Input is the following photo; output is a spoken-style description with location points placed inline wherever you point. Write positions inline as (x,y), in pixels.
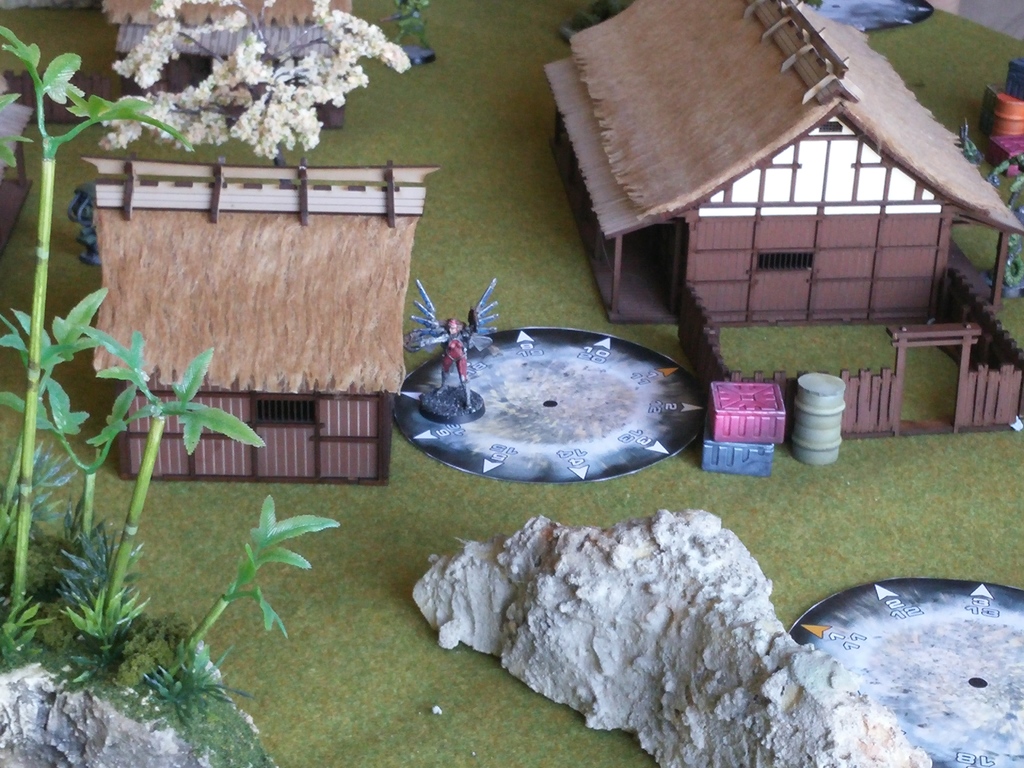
This picture seems to be containing miniatures (853,430). In the foreground (722,700) we can see the rocks (744,704), plants (153,662) and the green grass (294,751). In the center (546,482) we can see there are some objects (636,415) placed on the ground (555,494) and we can see the sculpture (464,360) of an object (460,348) and we can see the huts (675,211) and the fence (991,379). In the background (344,57) we can see the flowers (373,40) and some other objects (896,19) are placed on the ground (946,67).
